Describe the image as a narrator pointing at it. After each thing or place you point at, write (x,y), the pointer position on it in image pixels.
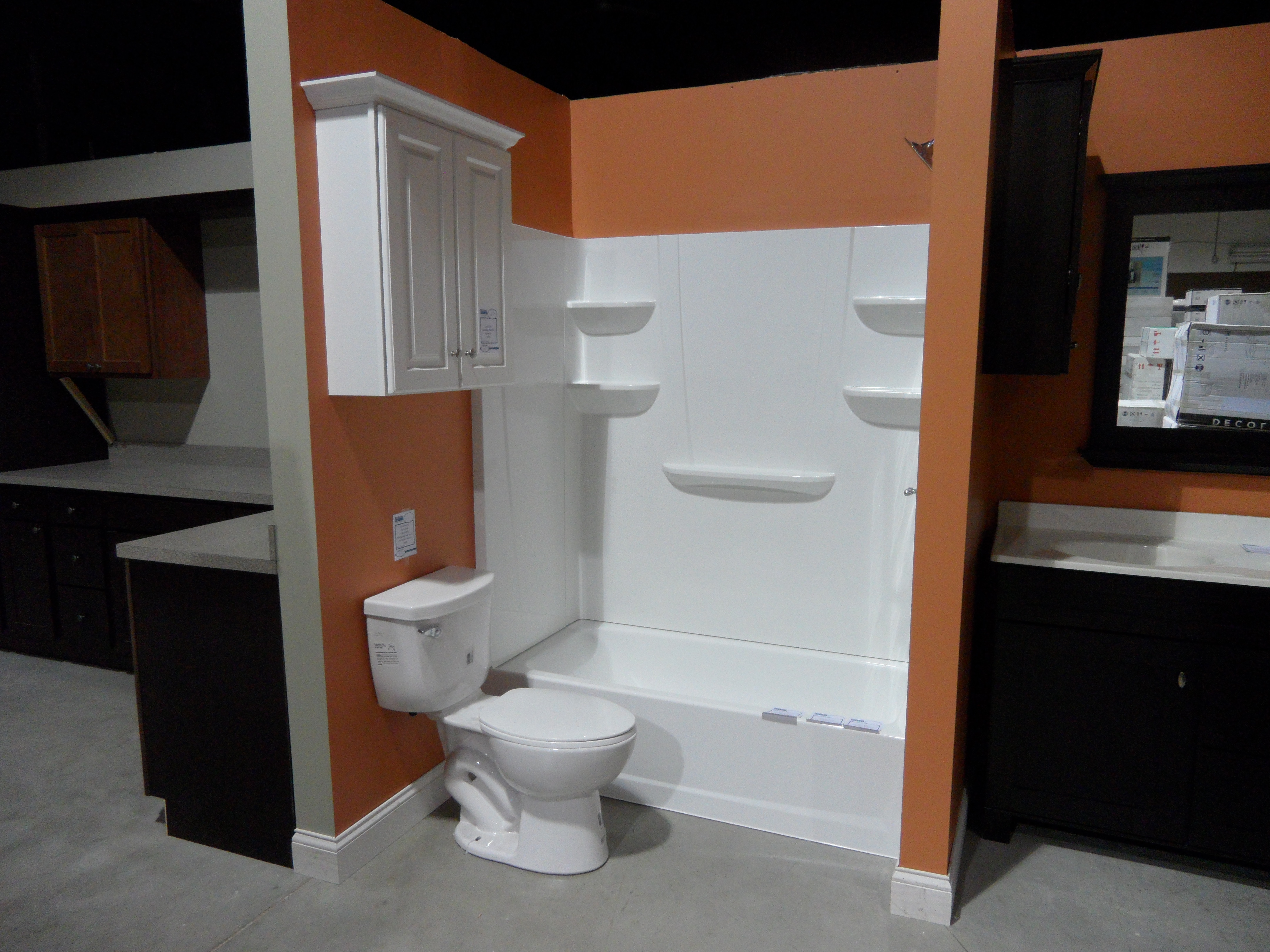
In this image we can see a toilet (421,698) with a flush (392,650). On the wall (371,457) there is a cupboard (360,307). Also there is a bathtub (783,743). On the left side (138,579) there is a platform (136,487) with cupboards (87,618). On the wall (219,317) there is a cupboard (161,281). On the right side (1218,284) there is a mirror (1144,290) on the wall (1080,380). And there is a wash basin (1138,562) with cupboard (1119,664).
